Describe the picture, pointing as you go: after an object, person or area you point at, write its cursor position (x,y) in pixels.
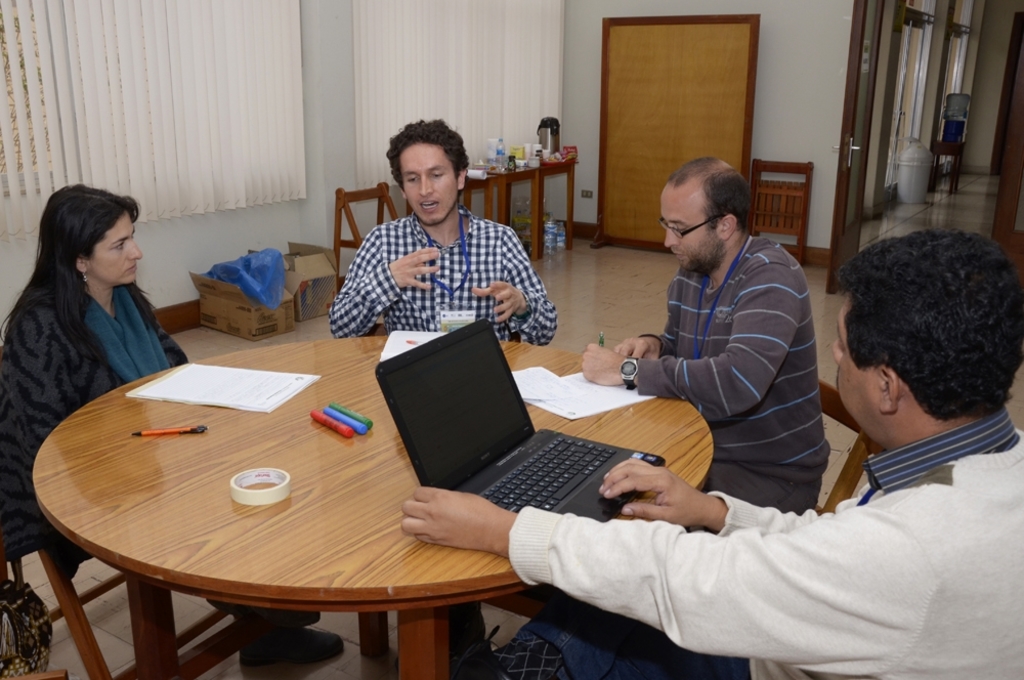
In this image I can see three men (481,302) and a woman (62,192) are sitting on chairs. Here on this table (258,511) I can see few papers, a pen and a laptop (476,415). In the background (494,185) I can see two tables (521,179) and few stuffs (497,156) on it.
